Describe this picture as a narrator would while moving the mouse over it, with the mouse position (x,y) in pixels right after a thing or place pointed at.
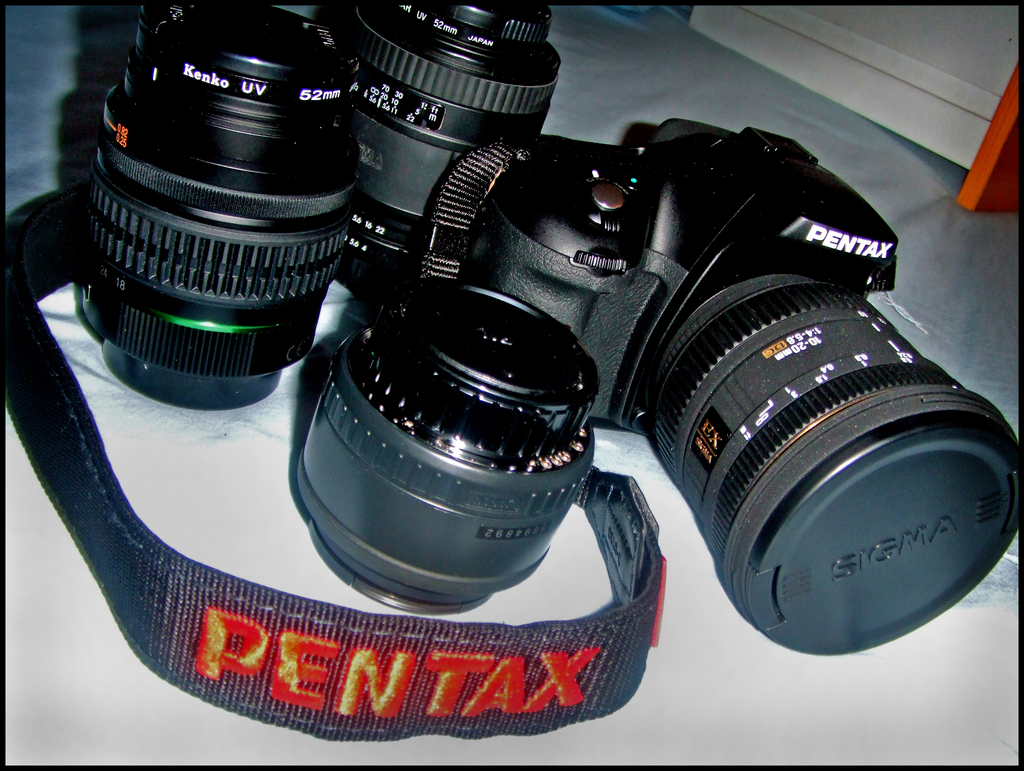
In this image, we can see a camera (653,254). In the background (12,644), we can see white color.
